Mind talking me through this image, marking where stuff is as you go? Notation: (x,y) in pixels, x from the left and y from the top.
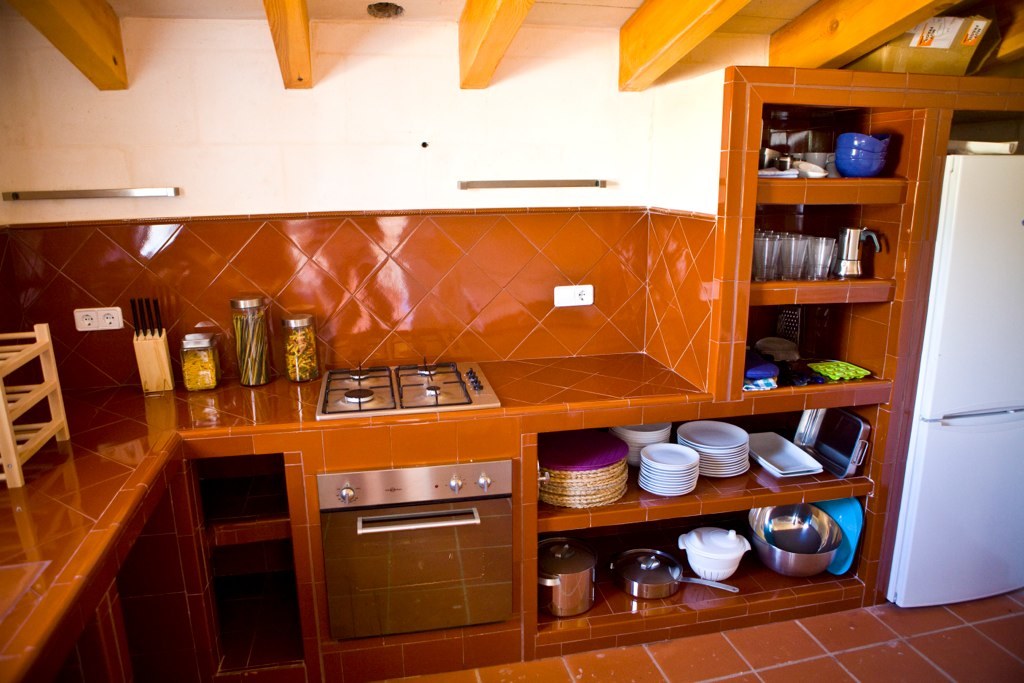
In the picture we can see stove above oven (429,480), there are some bottles (246,347) which are on the surface (139,409), we can see some plates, bowls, glasses (811,266), jars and some other objects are arranged in the shelves (751,227) and in the background of the picture (322,317) there is a wall (268,199) and there are switch sockets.
